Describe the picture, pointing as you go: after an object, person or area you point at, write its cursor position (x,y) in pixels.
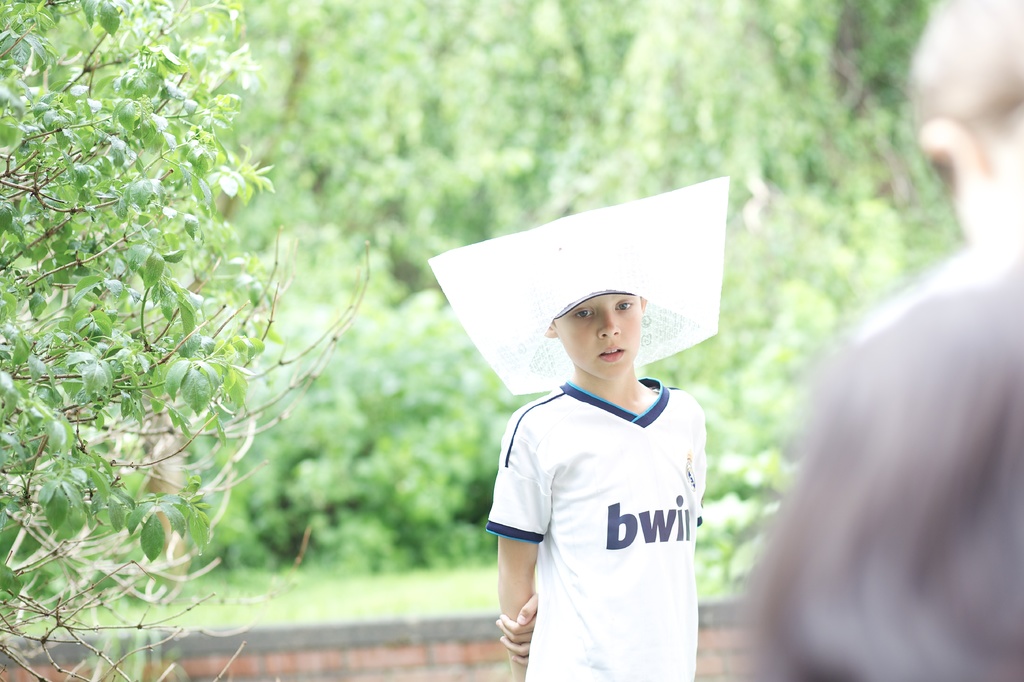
In this picture there is a small boy (633,650) in the center of the image (559,258) and there is a man (803,472) on the right side of the image (903,482), there are trees (296,92) in the background area of the image (370,126).
